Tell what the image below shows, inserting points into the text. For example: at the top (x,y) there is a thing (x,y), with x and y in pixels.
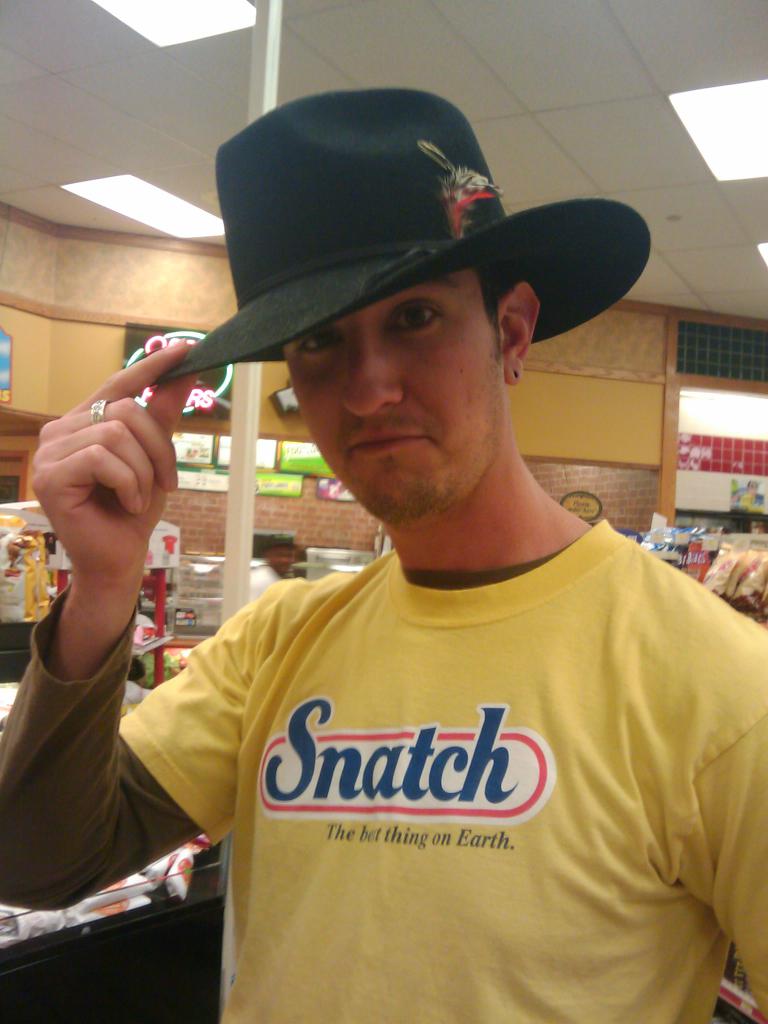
In this image I can see a person (485,773) wearing yellow colored t shirt (606,747) and black colored hat (462,215). In the background (571,403) I can see the wall (597,389), few objects (316,457) to the wall (289,418), the ceiling (590,58), few lights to the ceiling (580,84) and few other objects (170,616).
